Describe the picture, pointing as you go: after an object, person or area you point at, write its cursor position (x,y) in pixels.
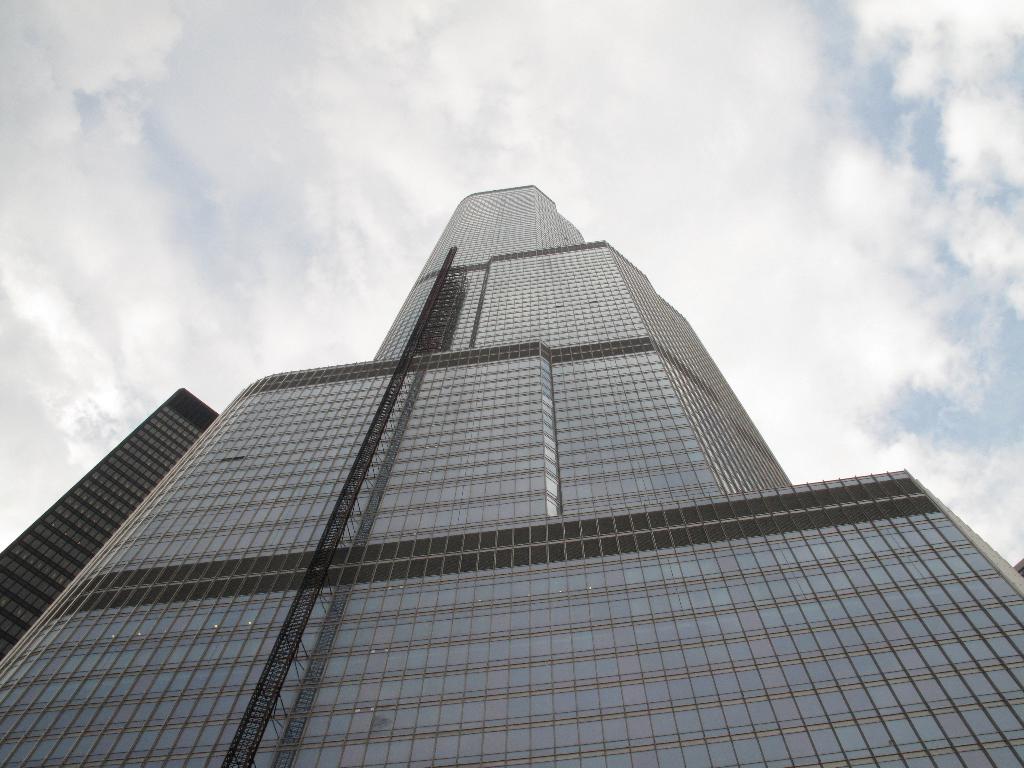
In this image we can see a building (694,545). In the background (396,158) there is sky (640,198) with clouds (834,184).
